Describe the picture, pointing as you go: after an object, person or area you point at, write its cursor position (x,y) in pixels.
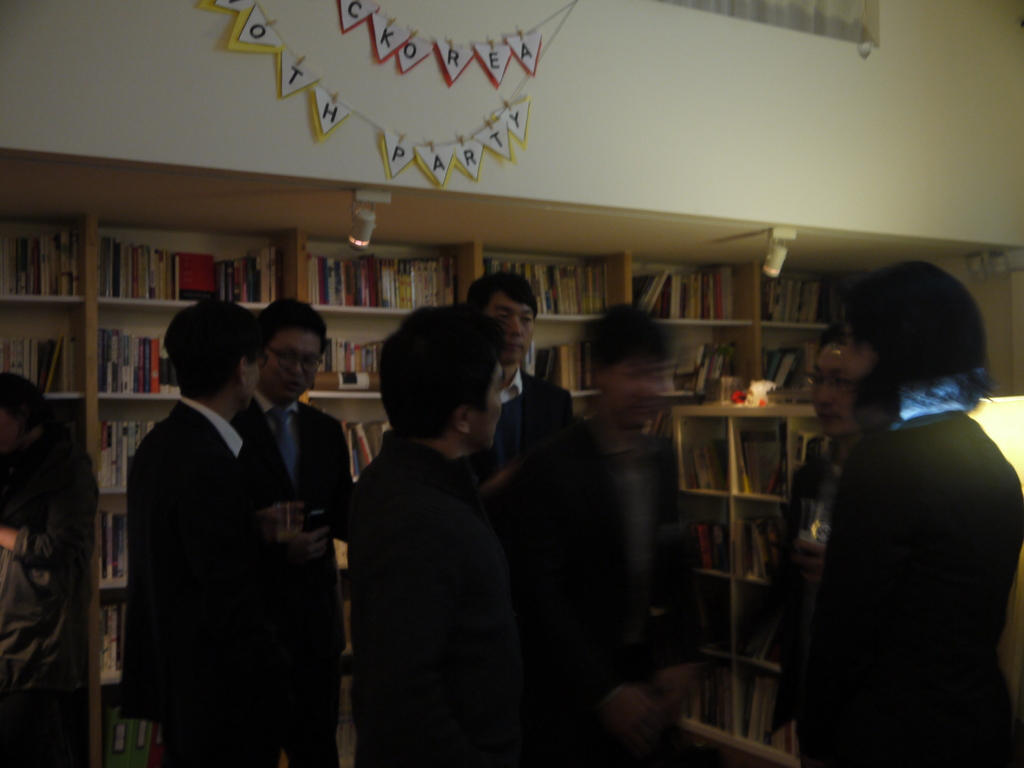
In the image there are few men (471,471) in suits (825,735) standing in the front (368,522) and behind them there are racks (149,316) with many books (347,264) in it and above there are party ribbons (270,25) on the wall (379,98).
